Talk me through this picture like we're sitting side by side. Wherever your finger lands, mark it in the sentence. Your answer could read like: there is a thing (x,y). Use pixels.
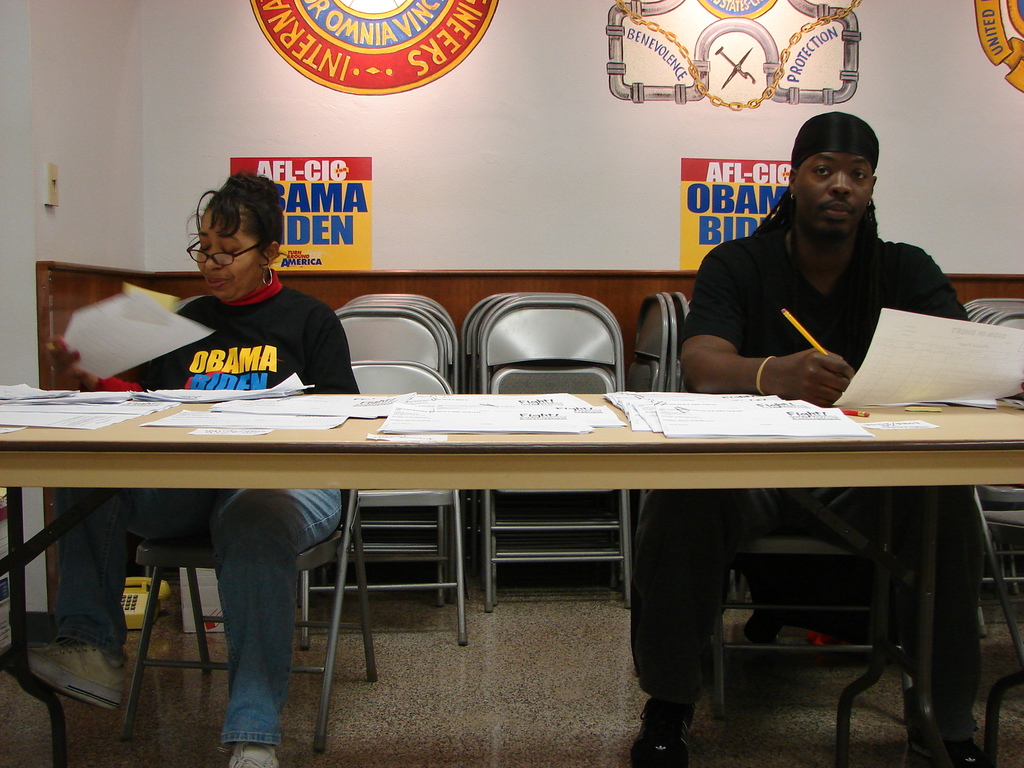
In this picture two people (268,355) are sitting on the table (898,473) and papers (752,426) are on top of it, in the background (342,216) we also observed many posters (351,228) attached to the wall (674,145).
